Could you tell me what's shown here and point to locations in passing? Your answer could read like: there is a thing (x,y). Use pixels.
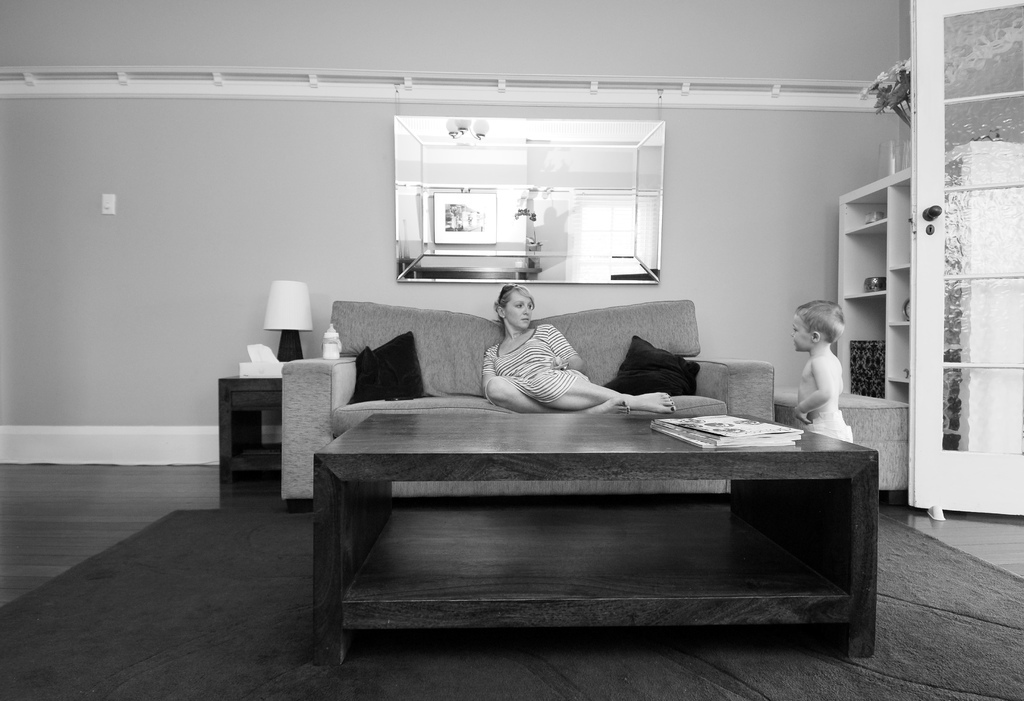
Here we can see a woman (518,347) sitting on a couch (302,398) with a table (590,415) in front of her and there is a child (825,405) standing beside her, behind her we can see a mirror (452,279) and there is a lamp (304,329) present on the table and at the right side (840,277) we can see a rack (871,261) and door (920,257) present.
